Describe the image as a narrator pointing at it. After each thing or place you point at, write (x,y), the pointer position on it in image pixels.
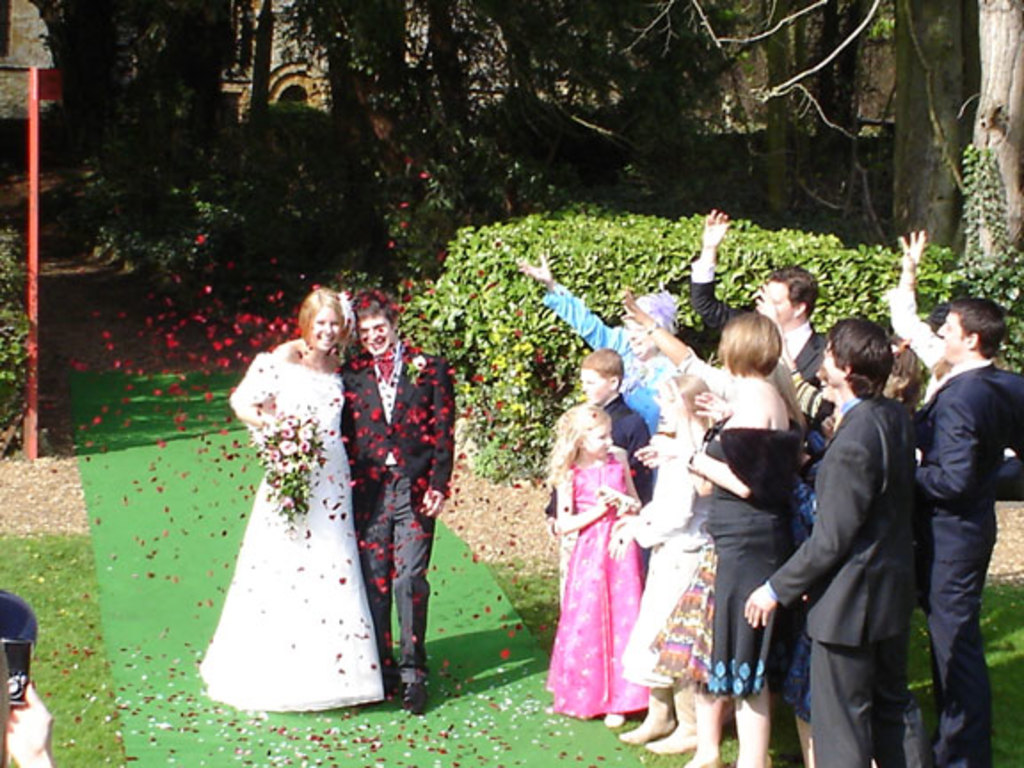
In this image there is a couple (332,455) walking on a green mat (194,531), beside them there are people (705,532) standing, in the background (375,286) there are plants (442,248) and trees (480,84).
